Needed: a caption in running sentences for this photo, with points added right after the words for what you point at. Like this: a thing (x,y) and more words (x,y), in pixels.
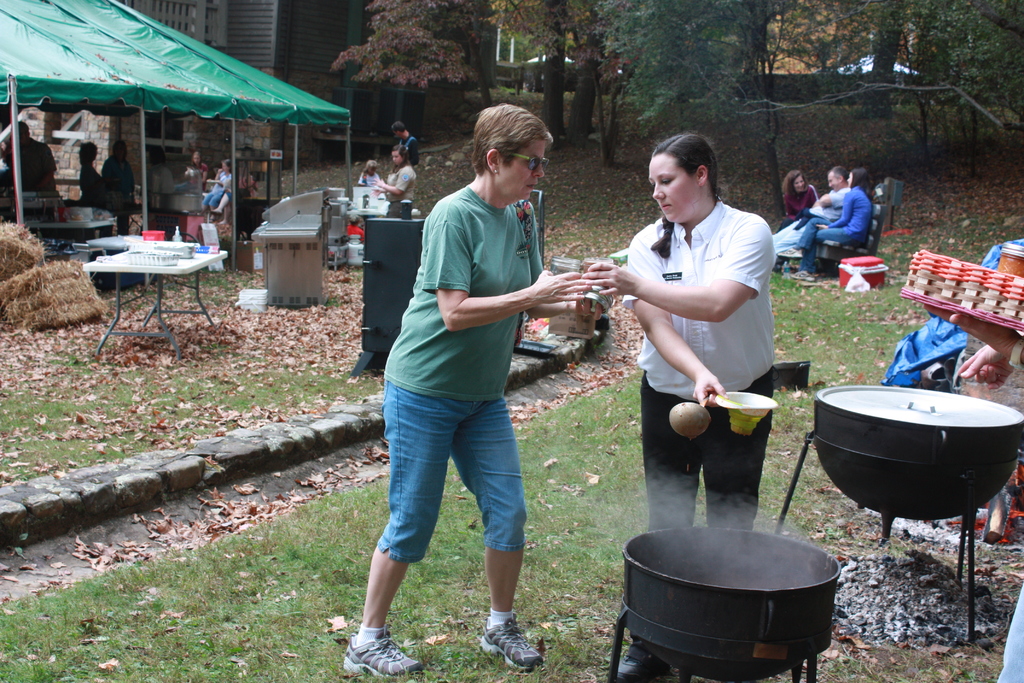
In this image we can see the people (643,299). We can also see the vessels (746,645), dried leaves (337,340), grass (329,508), table (123,268) and also some other objects (287,258). We can also see the building (226,14) and a tent (113,35) for shelter. In the background (618,51) we can see the trees (565,8) and also the wall (805,89).
